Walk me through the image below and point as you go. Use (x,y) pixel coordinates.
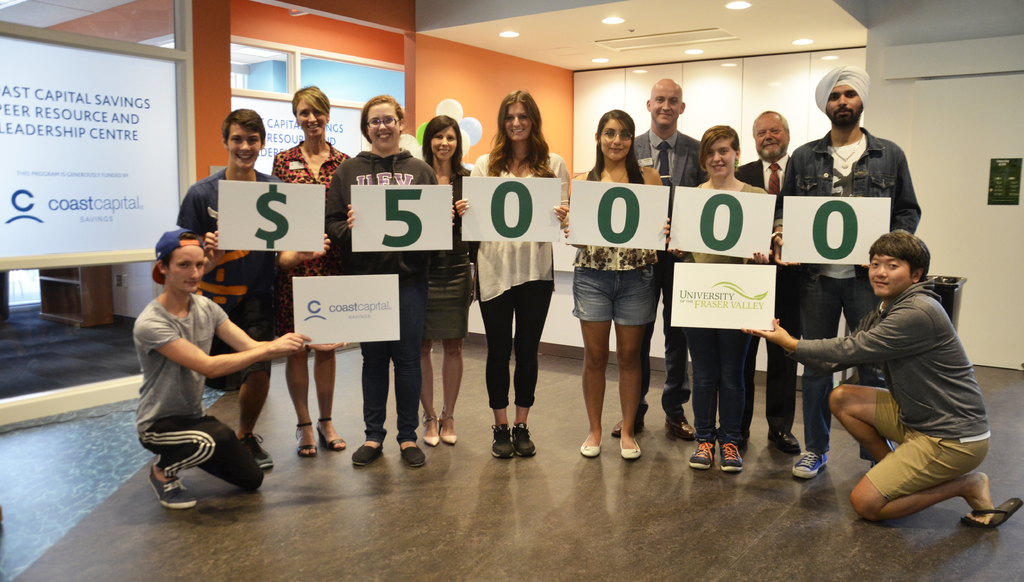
In this image i can see many people (658,162) standing and few of them are sitting on the floor (391,517), some written text (729,224) on the board (339,318), behind i can see glass windows (237,66), balloons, ceiling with the light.
